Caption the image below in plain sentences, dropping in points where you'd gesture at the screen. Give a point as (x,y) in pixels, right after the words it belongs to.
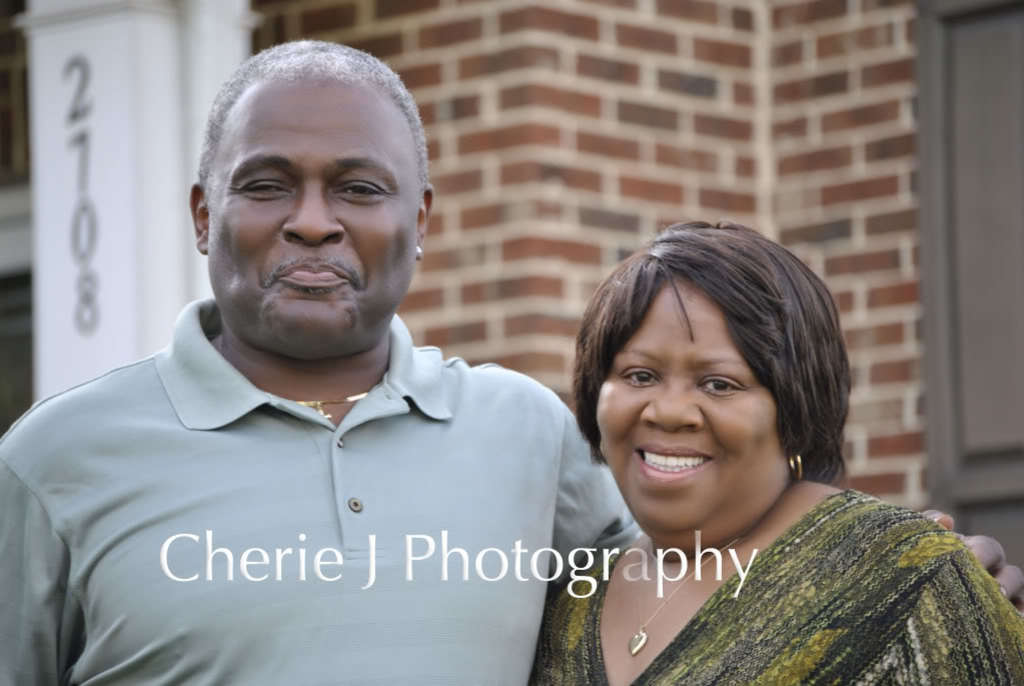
Here we can see a man (551,513) and a woman (675,557) are smiling. In the background (158,215) we can see numbers (77,250) on an object (109,121), wall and window doors (942,241).
